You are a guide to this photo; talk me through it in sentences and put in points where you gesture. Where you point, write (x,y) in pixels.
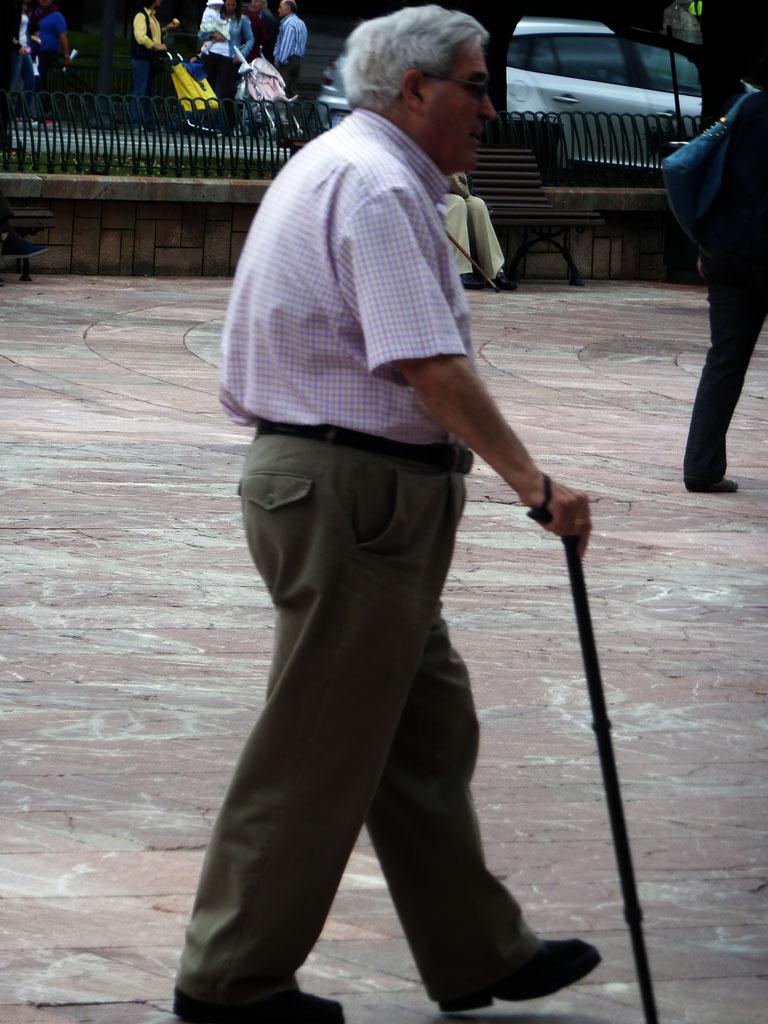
This picture is clicked outside. In the center (488,444) there is a person (374,180) wearing shirt (383,351), holding a stick (589,679) and walking on the ground (593,796) and we can see a person (477,239) sitting on the bench (523,244) and a person (742,292) walking on the ground (658,382). In the background (666,53) there is a vehicle (616,97) and group of persons (229,60) seems to be standing on the ground (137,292).
